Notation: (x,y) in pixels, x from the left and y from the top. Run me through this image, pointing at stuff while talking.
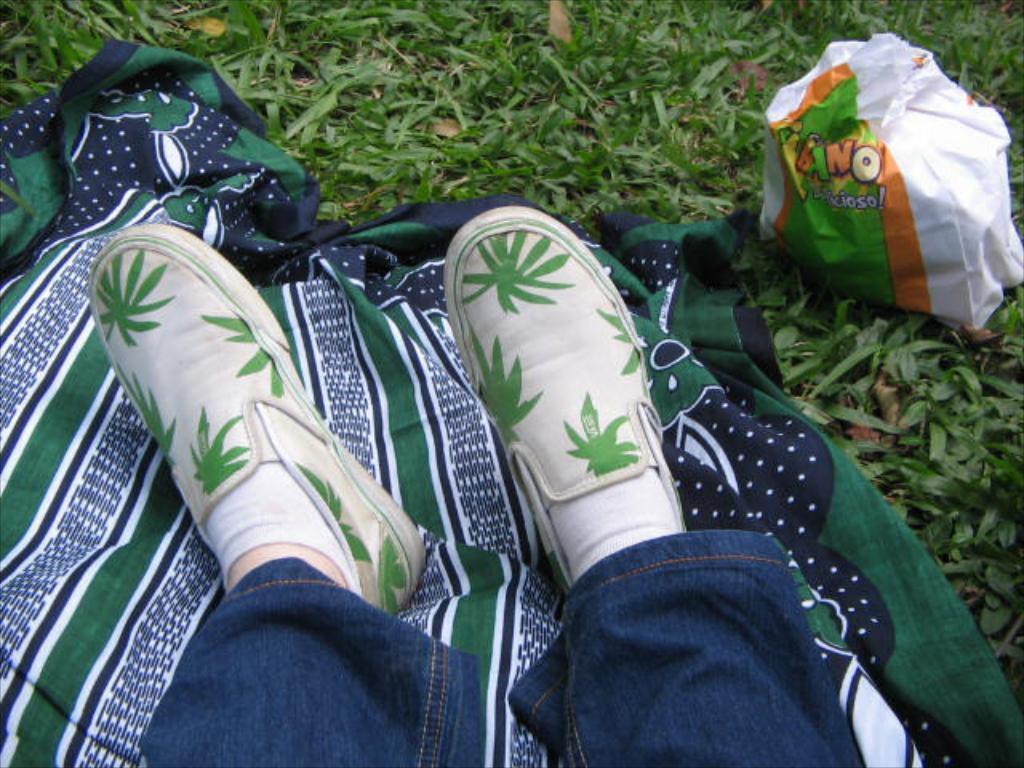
In this picture I can see a paper bag (806,126), grass (459,82) and a cloth (825,468) on the ground (426,33) and I can see human legs (661,583).
